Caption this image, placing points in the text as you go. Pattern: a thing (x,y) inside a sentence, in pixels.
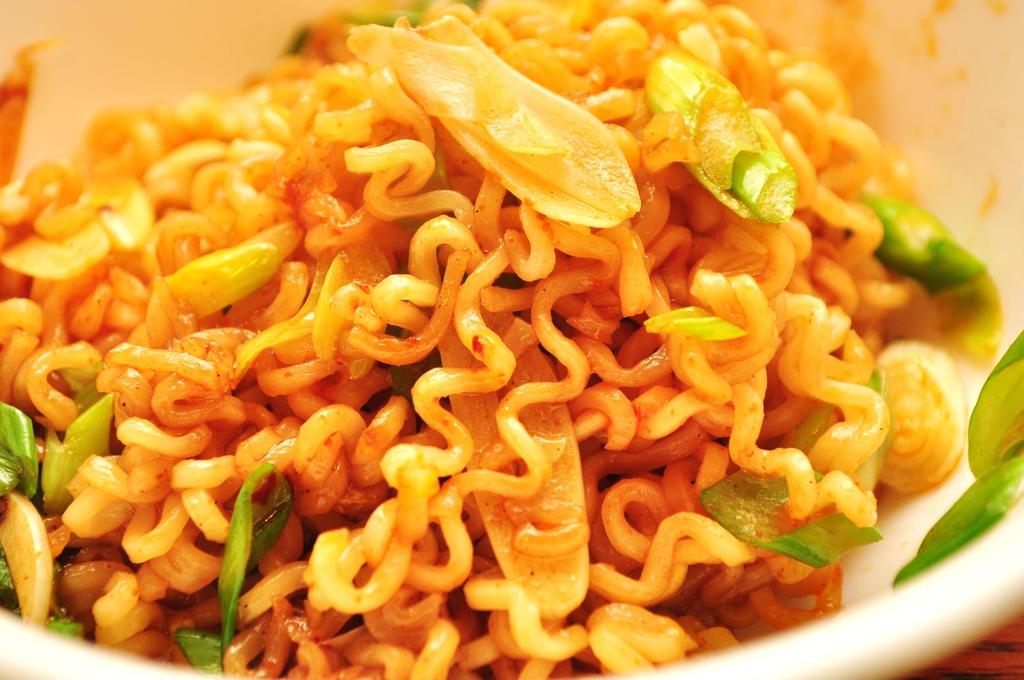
In this image I can see there are cooked noodles (612,371) in a white color bowl (38,638).
